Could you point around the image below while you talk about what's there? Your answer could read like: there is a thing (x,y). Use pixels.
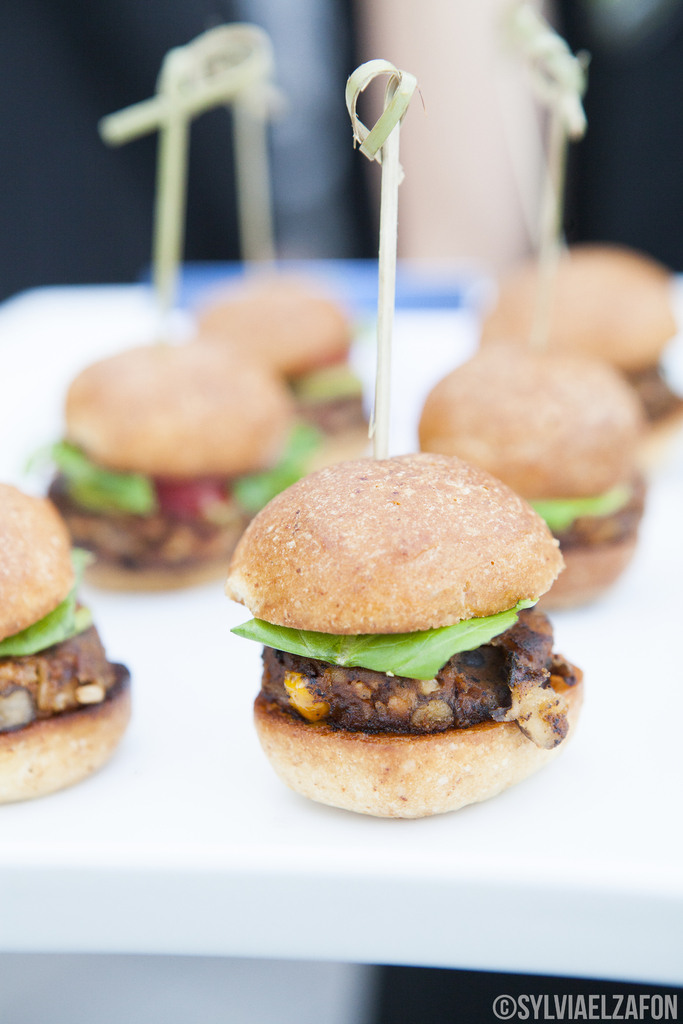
In the image there are few burgers (273,615) and they are very small and among them only one burger (347,624) is highlighted in the picture.
